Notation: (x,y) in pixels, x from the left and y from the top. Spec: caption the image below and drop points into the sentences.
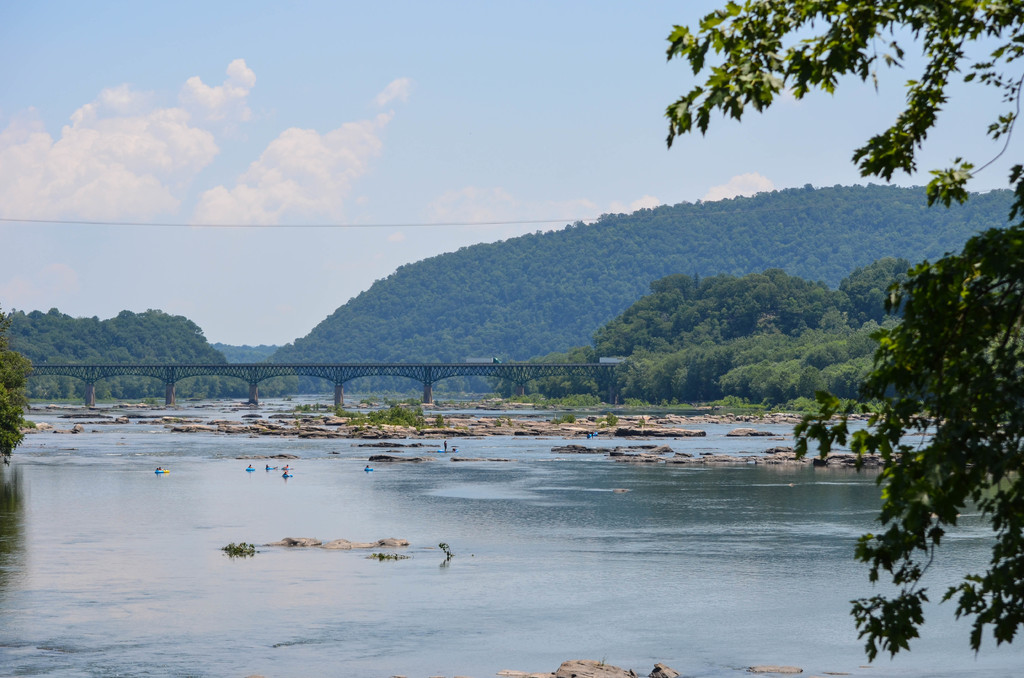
In this picture I can see there is lake (441,527) here and there is bridge (357,376) here and there are trees (353,346), mountain (513,325) in the backdrop (831,221).
